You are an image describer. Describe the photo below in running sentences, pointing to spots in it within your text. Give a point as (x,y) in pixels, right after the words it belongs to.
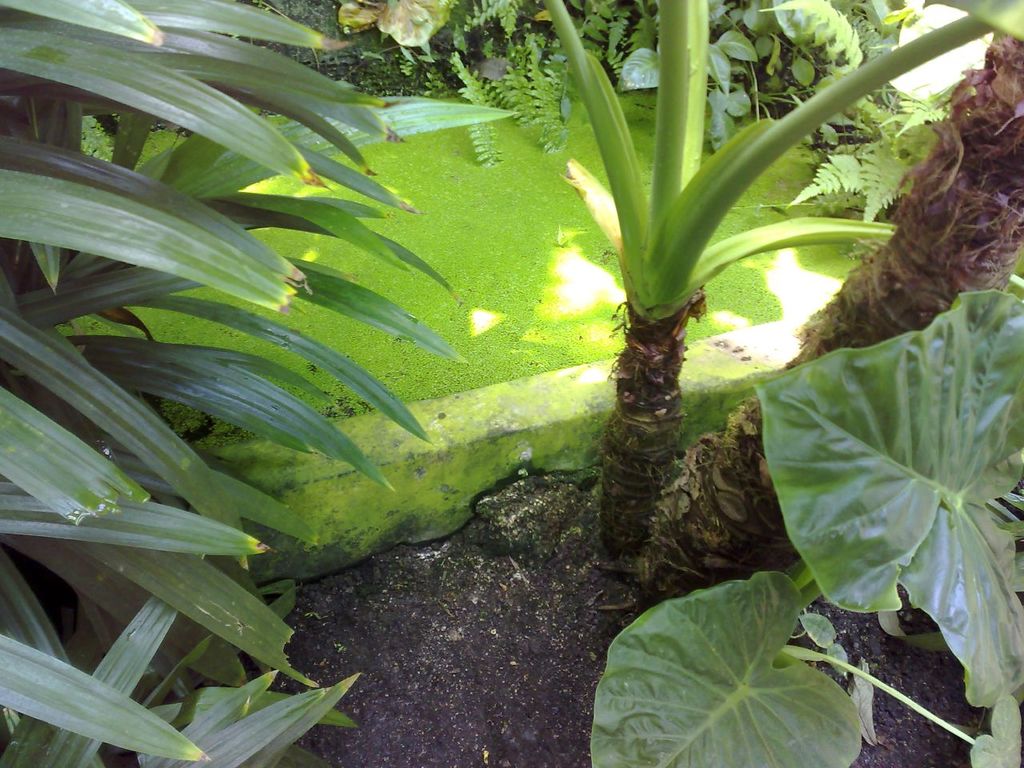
At the bottom of the picture (487,621), we see the soil (453,598). On the right side (706,245), we see the plants (812,597). On the left side (207,191), we see the shrubs (176,390). In the middle (475,325), we see the algae (526,192) in the water (468,212). There are trees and plants (570,16) in the background (732,58).
